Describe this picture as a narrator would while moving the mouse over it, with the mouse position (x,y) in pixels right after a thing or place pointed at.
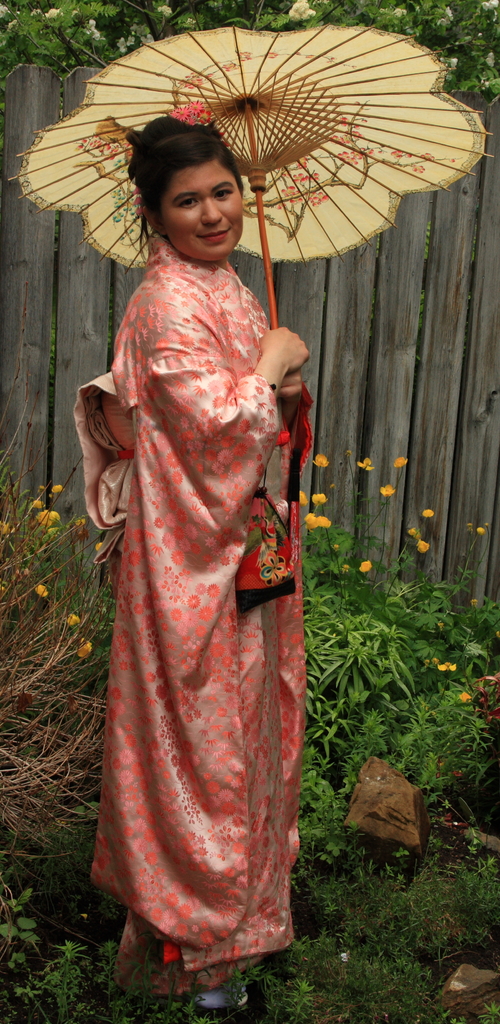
There is a woman (146,132) standing and holding an umbrella (166,48) and we can see plants (497,693) and flowers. In the background (306,321) we can see wooden planks (405,289), flowers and green leaves (116,27).
